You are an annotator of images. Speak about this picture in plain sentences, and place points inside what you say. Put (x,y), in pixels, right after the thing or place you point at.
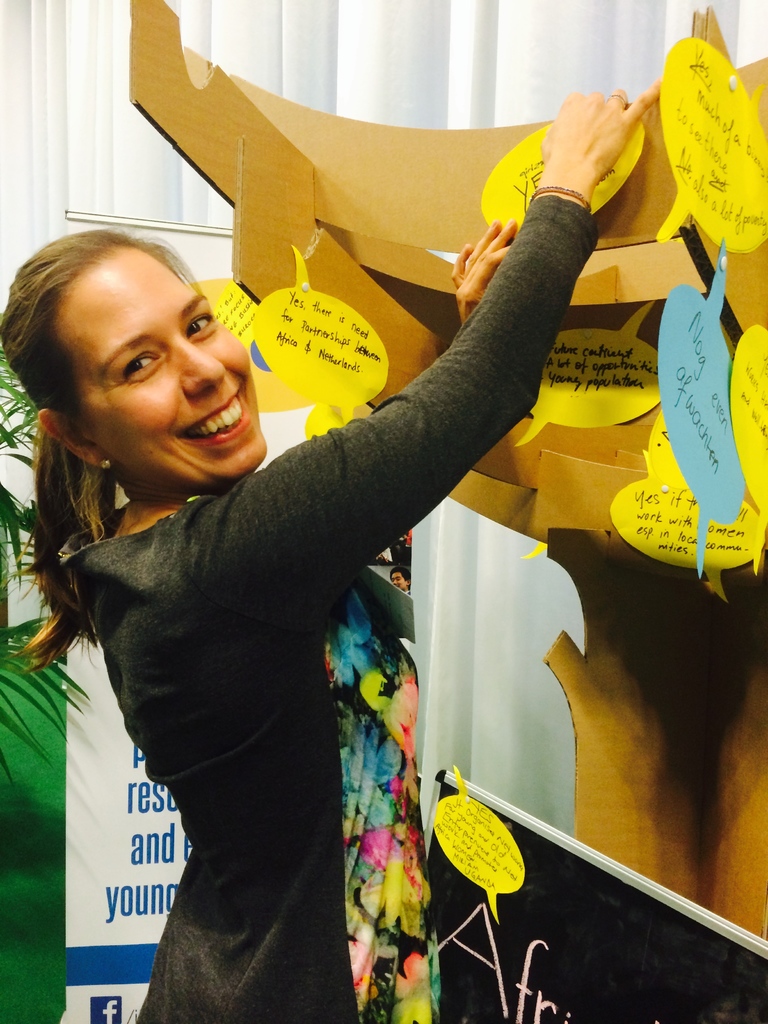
On the left (129,291) we can see a woman (329,520). Towards right (623,438) we can see a cardboard (281,107) and papers (675,292), on the papers (675,292) there is text (748,372). In the background (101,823) we can see banners (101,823) and house plant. In the background (461,26) there is window blind (461,664).
